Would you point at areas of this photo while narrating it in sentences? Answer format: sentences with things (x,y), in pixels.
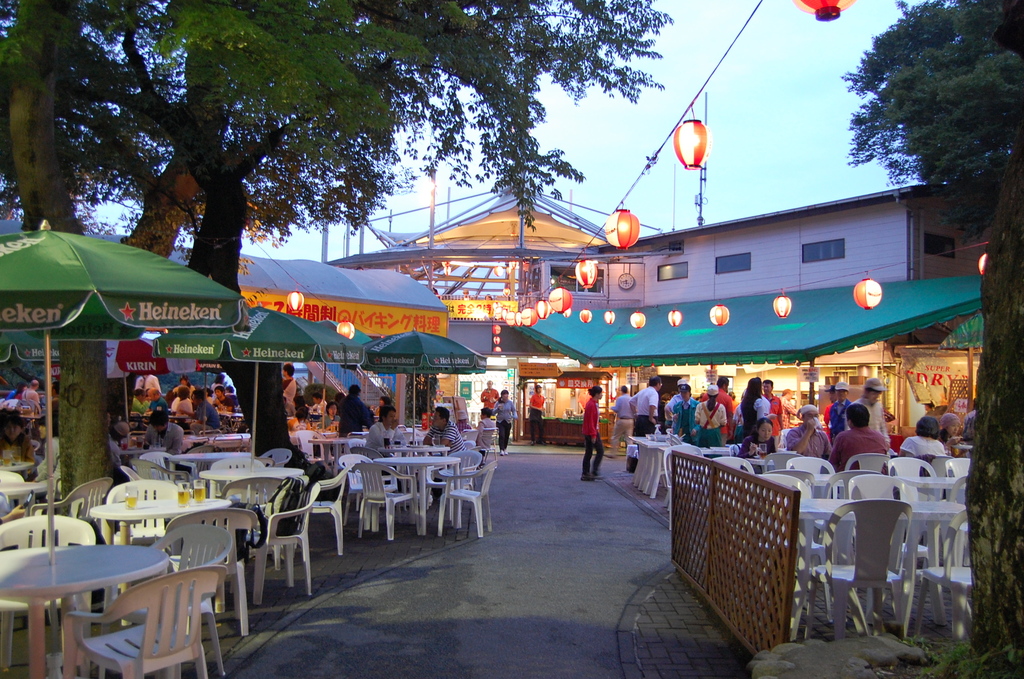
In the image in the center (678,356) we can see tables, chairs (245,491), tents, lights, trees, glasses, few people (715,406) were standing, few people (441,417) were sitting, road (526,487) and fence (727,537). In the background (818,90), we can see the sky (803,94), clouds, poles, sign boards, banners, building (707,254), wall (721,251), tent (791,328), few people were standing and few other objects (555,425).
